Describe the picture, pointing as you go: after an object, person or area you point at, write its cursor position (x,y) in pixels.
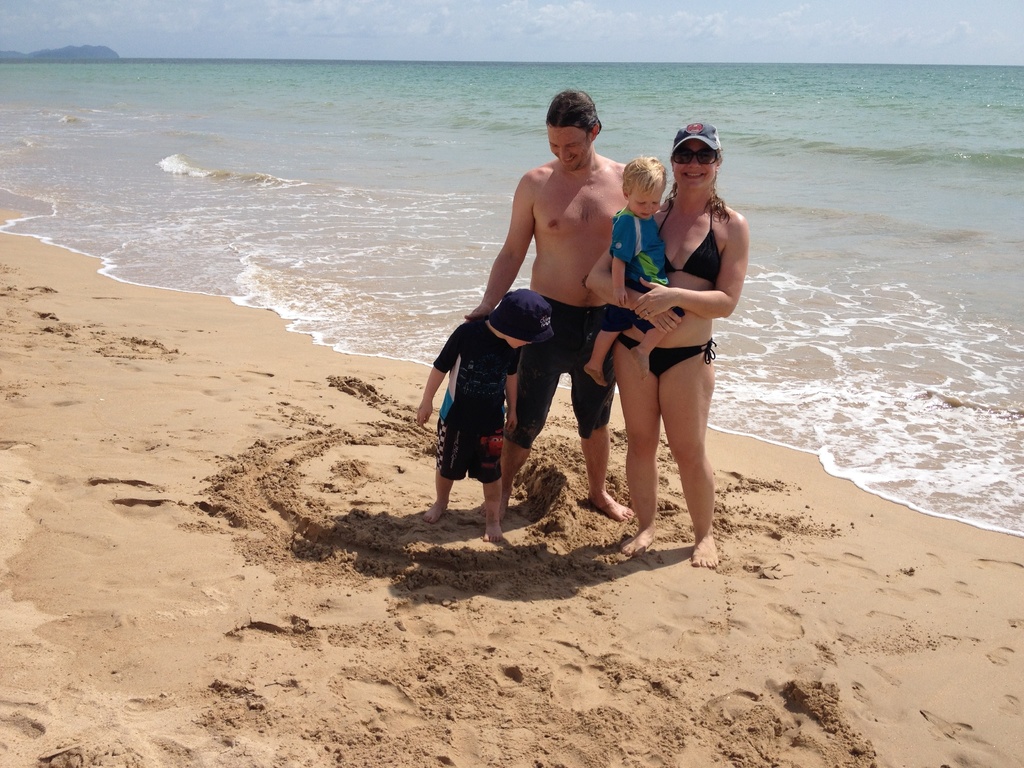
In this picture I can see a man (621,203), woman (663,288) and a kid (475,377) standing and I can see woman (661,288) holding a baby (621,299). I can see water (803,273) and a cloudy sky (730,3) and woman (699,216) wearing a cap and sunglasses (680,159) and I can see a boy (508,379) wearing cap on his head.
